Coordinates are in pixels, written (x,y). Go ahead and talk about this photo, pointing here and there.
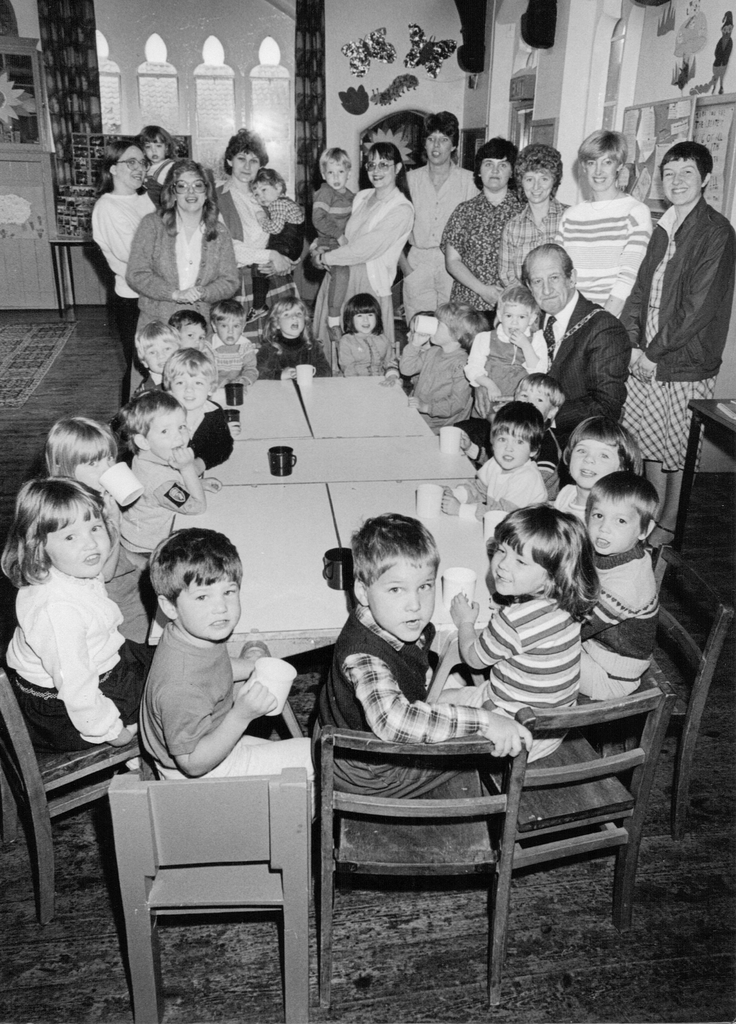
This is a black and white picture. On the background (292,40) we can see a wall (401,31), frames (433,60) over a wall (376,64). Here we can see all the kids (146,536) sitting on chairs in front of a table (433,671) and giving pose to the camera. On the table (433,518) we can see cups (435,498) in white and black colour. We can see few persons (595,160) standing near to the table (301,475) and they all are carrying a smile on their faces (568,289). This is a floor (60,373).
